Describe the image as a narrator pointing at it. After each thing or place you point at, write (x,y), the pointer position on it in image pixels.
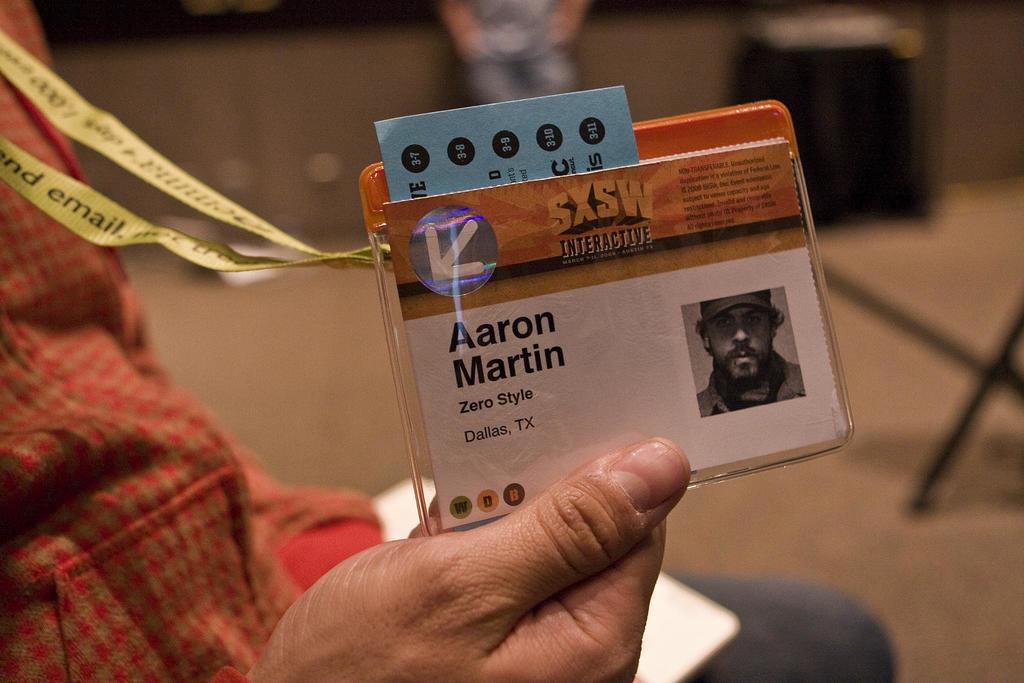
In this picture we can see a person's hand (602,473) is holding an ID Card (552,465) and in the background (834,173) it is blurry.
